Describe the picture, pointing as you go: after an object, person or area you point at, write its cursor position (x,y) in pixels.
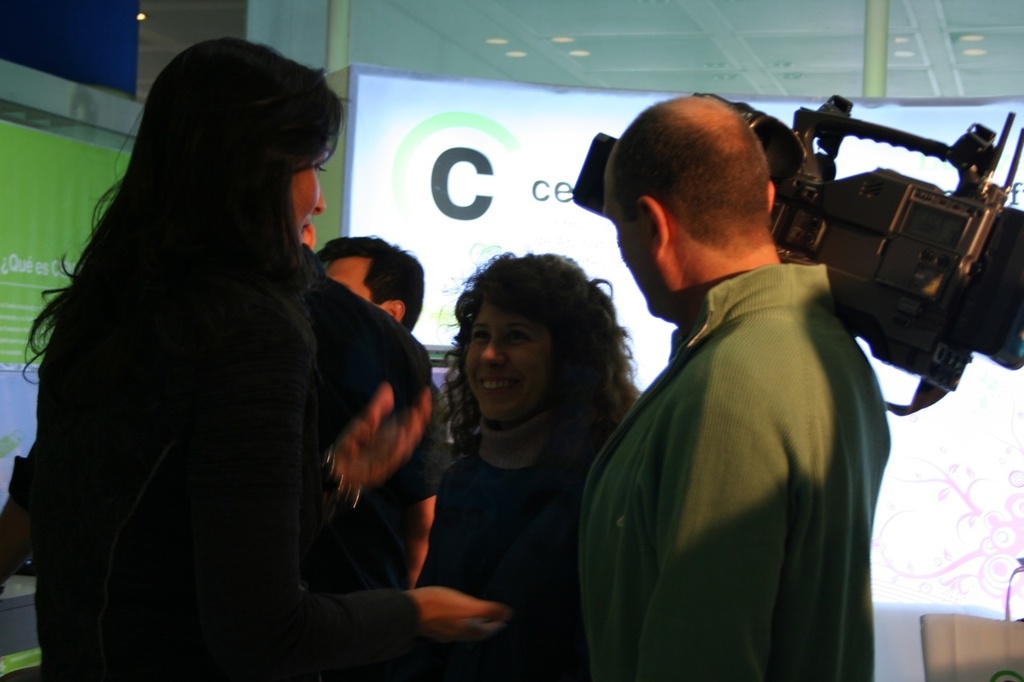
In this image there are a few people (449,489) standing with a smile on their face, one of them is holding a camera (797,257) on his shoulder (822,344), behind them there is a screen (573,115). On the left side of the image (28,411) there is a wall (34,313) with a board (26,262) attached and on the board (18,279) there is some text (2,267). On the right side of the image (988,641) we can see there is a bag (968,635). At the top of the image (486,34) there is a ceiling (435,31).
